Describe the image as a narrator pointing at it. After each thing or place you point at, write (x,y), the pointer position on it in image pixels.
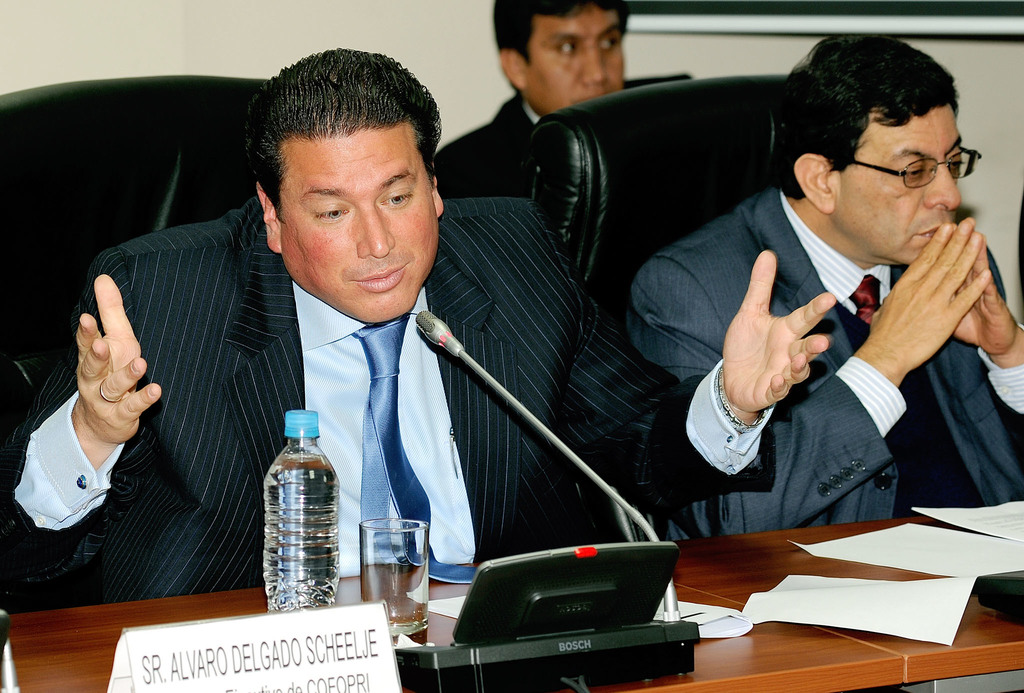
In this picture, we see three men (459,212) are sitting on the chairs (586,131). The man (396,139) on the left side (305,262) is talking on the microphone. The man (955,190) on the right side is wearing the spectacles (932,163). In front of them, we see a table (722,565) on which name board (368,625), glass (406,571), water bottle (303,439), black device (600,572), papers (898,582) and a microphone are placed. In the background (482,81), we see a white wall (328,42).
